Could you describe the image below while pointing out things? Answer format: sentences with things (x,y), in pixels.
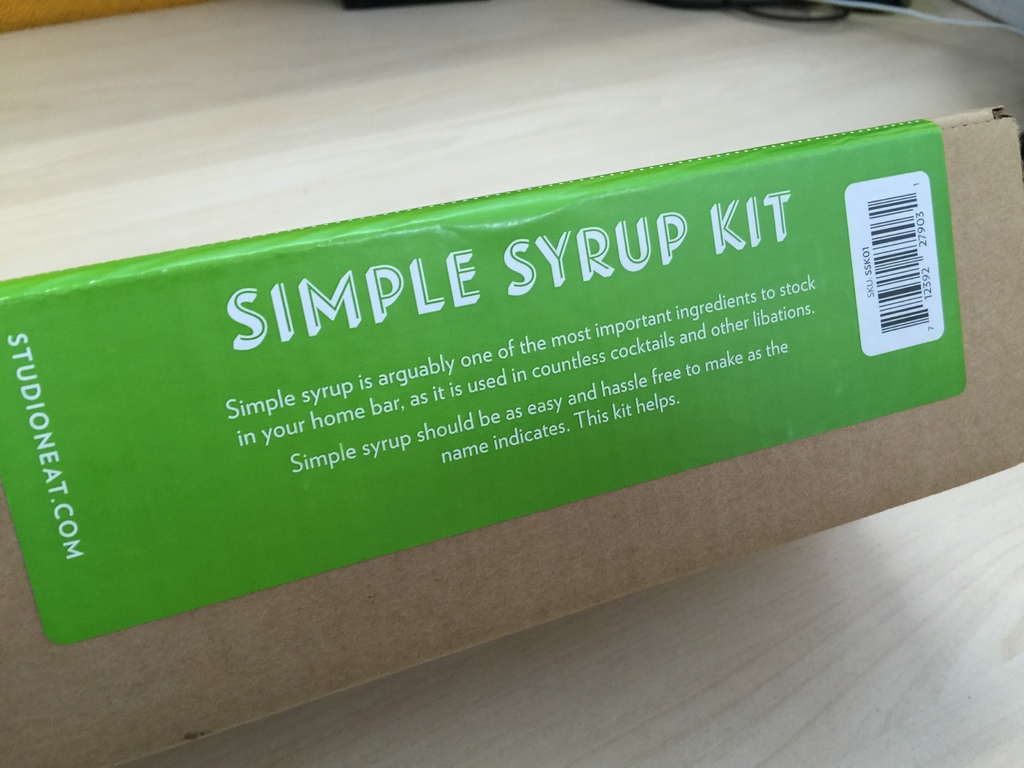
In this image I can see a green sticker (382,436) attached on a carton (915,495).
